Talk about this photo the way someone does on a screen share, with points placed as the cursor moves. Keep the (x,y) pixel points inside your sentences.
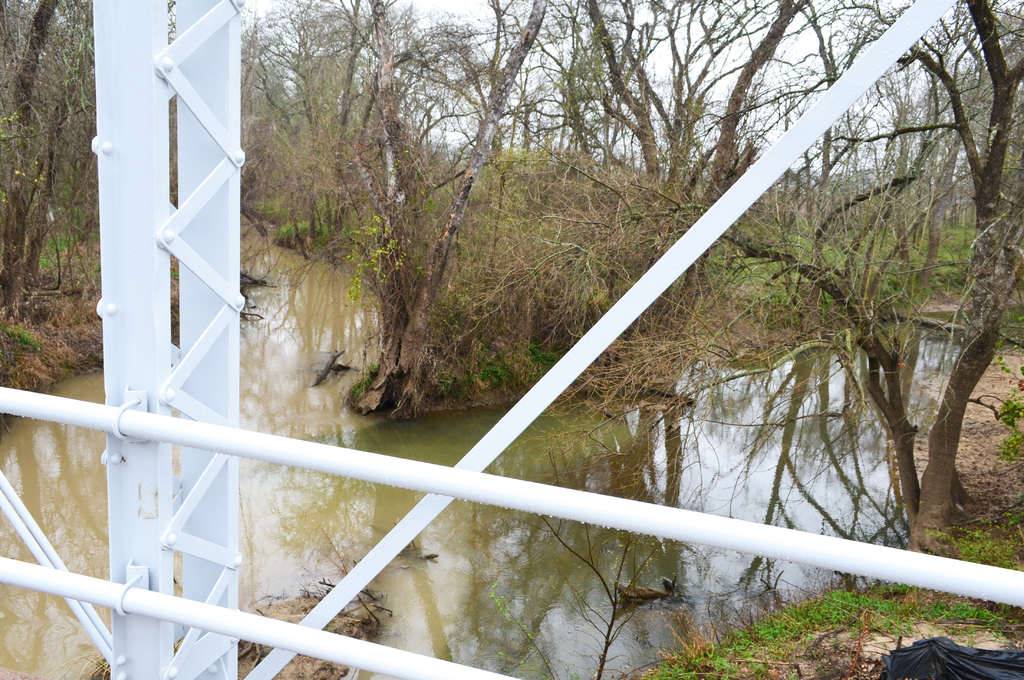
In the foreground of this image (222,375), we can see white railing (448,673) of a bridge (172,645) and in the background (326,291), there is a river (478,439) flowing down to the bridge (431,662), trees (530,204) and the sky (447,4).
